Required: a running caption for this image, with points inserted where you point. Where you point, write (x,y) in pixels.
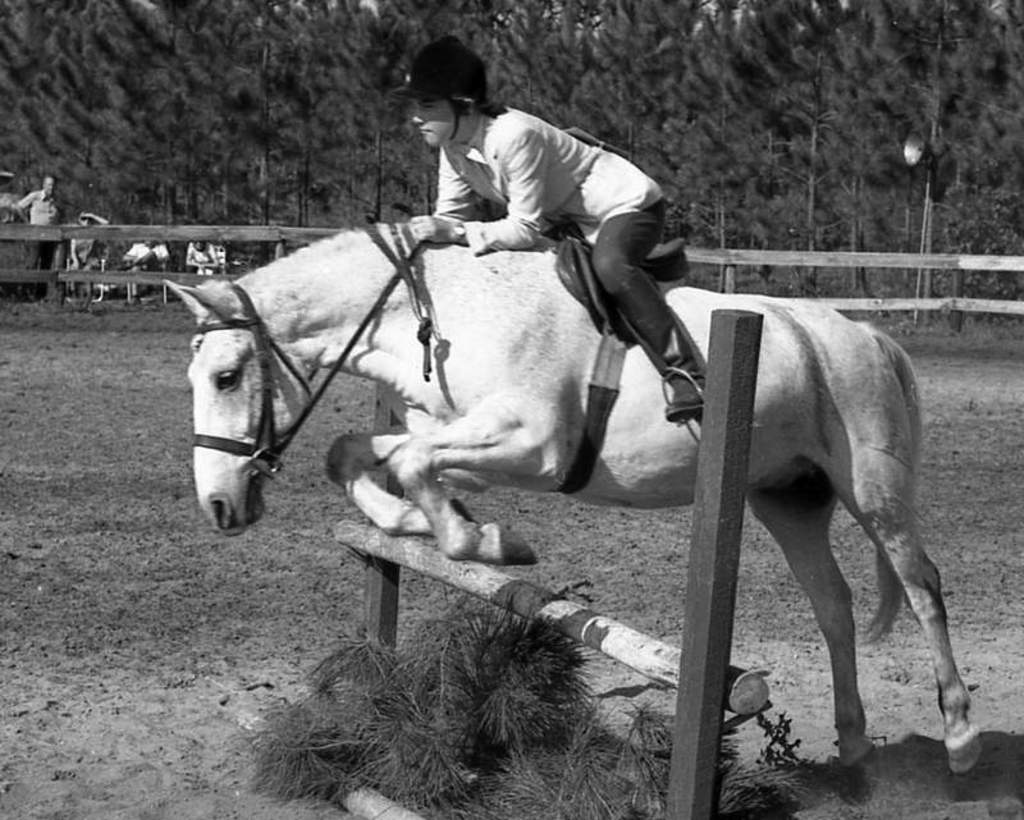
The picture is taken in a ground (332,385). A person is riding a horse (297,399). The horse (289,378) is jumping a hurdle (617,644). There are fence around the ground (40,319). In the background (372,200) there are trees (303,58) and few persons (43,206). They are watching the man (466,241) riding the horse (440,250).
